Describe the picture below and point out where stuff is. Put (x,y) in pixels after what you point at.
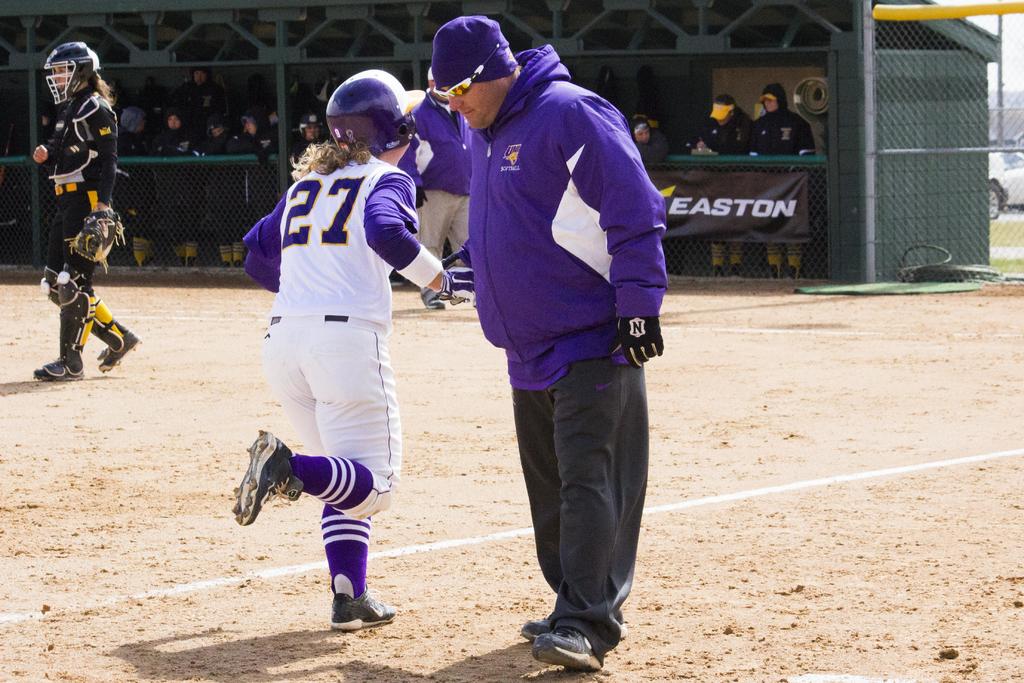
Here in this picture in the front (482,288) we can see a person (509,253) and a woman (346,220) standing on the ground (306,550) over there and the woman (382,176) is wearing gloves (449,288) and helmet (370,127) on her and beside them also we can see another woman (103,145) standing with knee pads (67,313), gloves (87,230) and helmet (87,70) on her and behind them we can see number of people (194,106) sitting and standing in the stands (158,105) over there and we can see a fencing (682,161) present over there and we can also see a banner (763,198) present over there.
